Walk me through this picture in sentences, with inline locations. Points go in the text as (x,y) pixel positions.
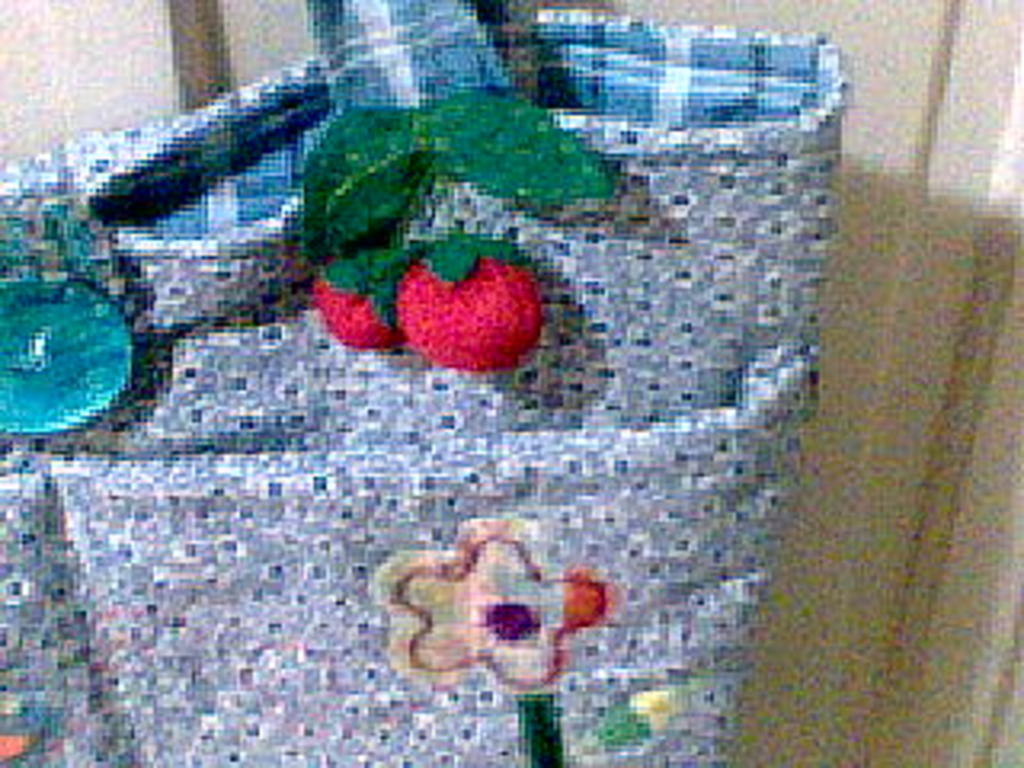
Blue color bag (420,462) with red color cherries (417,273) on it. And a flower (480,590) and a blue color button (65,356) to it.
